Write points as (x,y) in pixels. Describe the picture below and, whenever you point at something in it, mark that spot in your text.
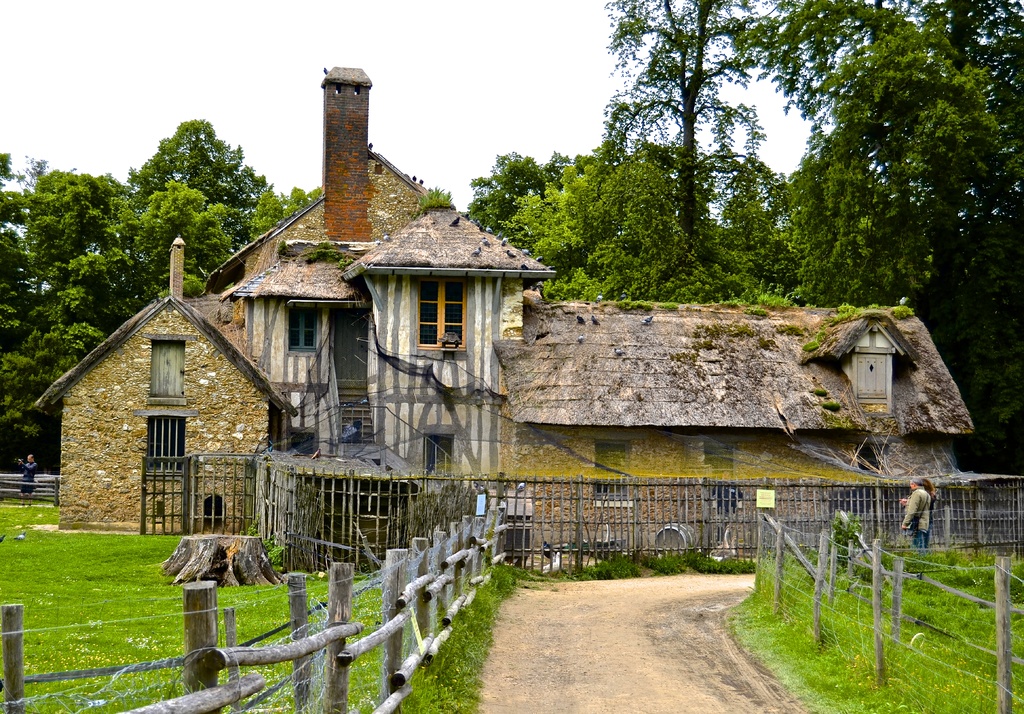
In this picture we can see two people (918,506) on the right side (925,494) and a person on the left side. We can see wooden fencing (311,647), grass (265,641) and some objects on the ground (247,641). There is a house (98,491), trees (123,303) and the sky (487,146).
